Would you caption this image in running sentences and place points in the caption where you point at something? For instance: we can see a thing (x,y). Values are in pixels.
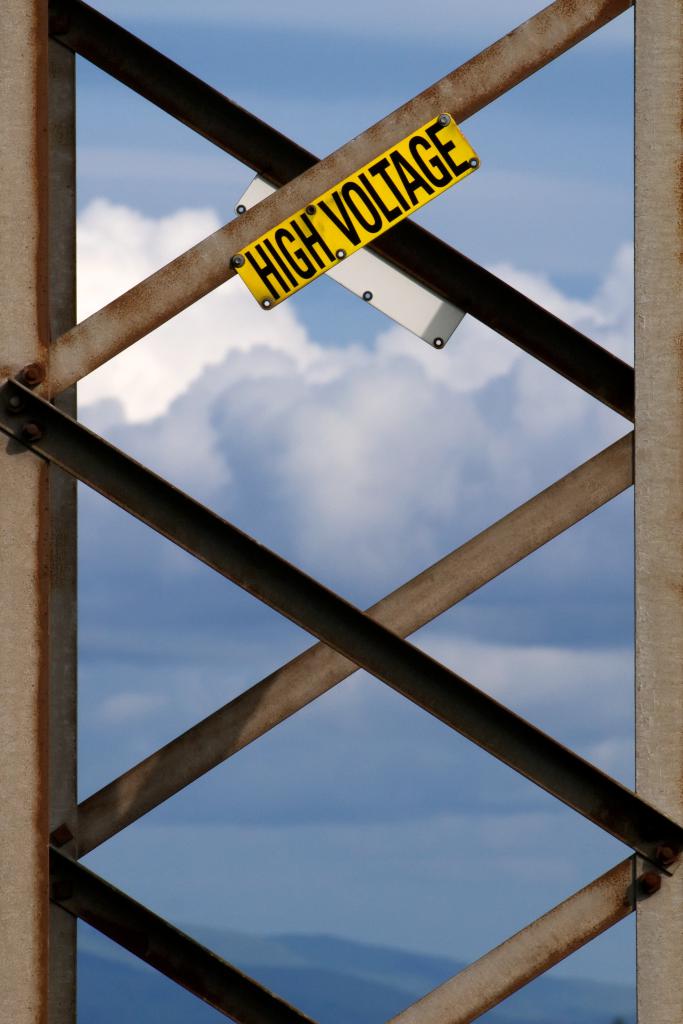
In this image there are iron rods (70,199) with warning boards (402,191) fixed to it, and in the background (347,17) there is sky (521,288).
